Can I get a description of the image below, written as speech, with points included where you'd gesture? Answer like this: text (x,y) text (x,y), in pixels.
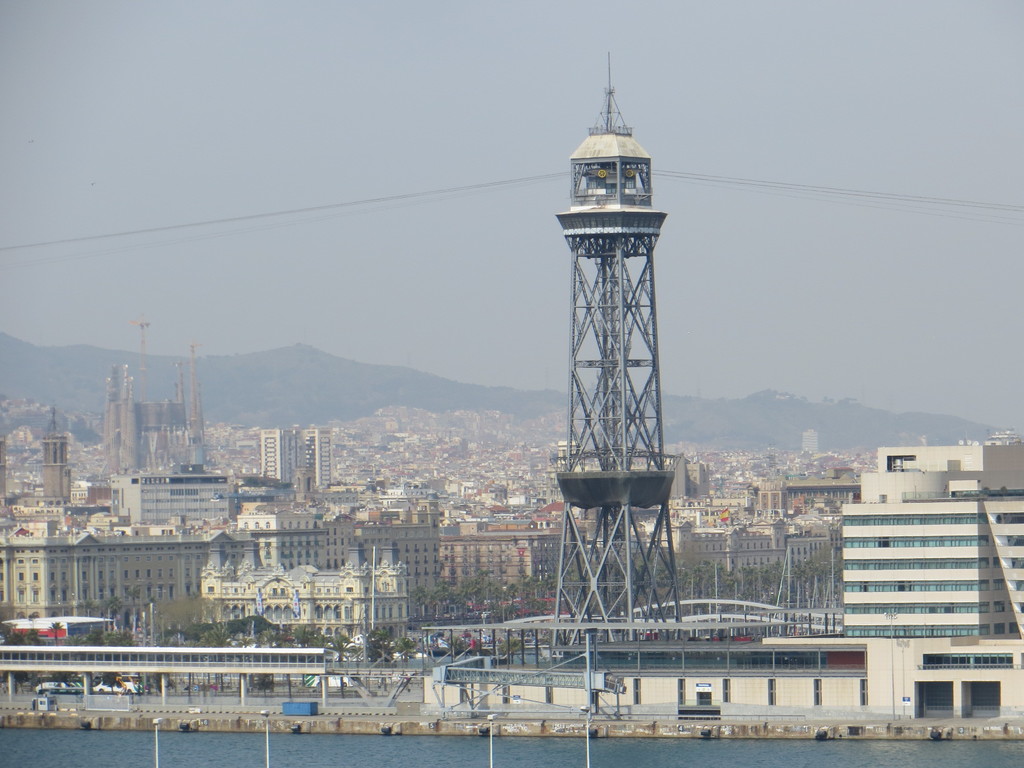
In this image we can see many buildings (949,579). There is a tower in the image. There are few cables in the image. There are many trees (536,587) in the image. We can see the sky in the image. We can see the water (465,747) at the bottom of the image (520,747). There are few vehicles (67,684) at the left side of the image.
